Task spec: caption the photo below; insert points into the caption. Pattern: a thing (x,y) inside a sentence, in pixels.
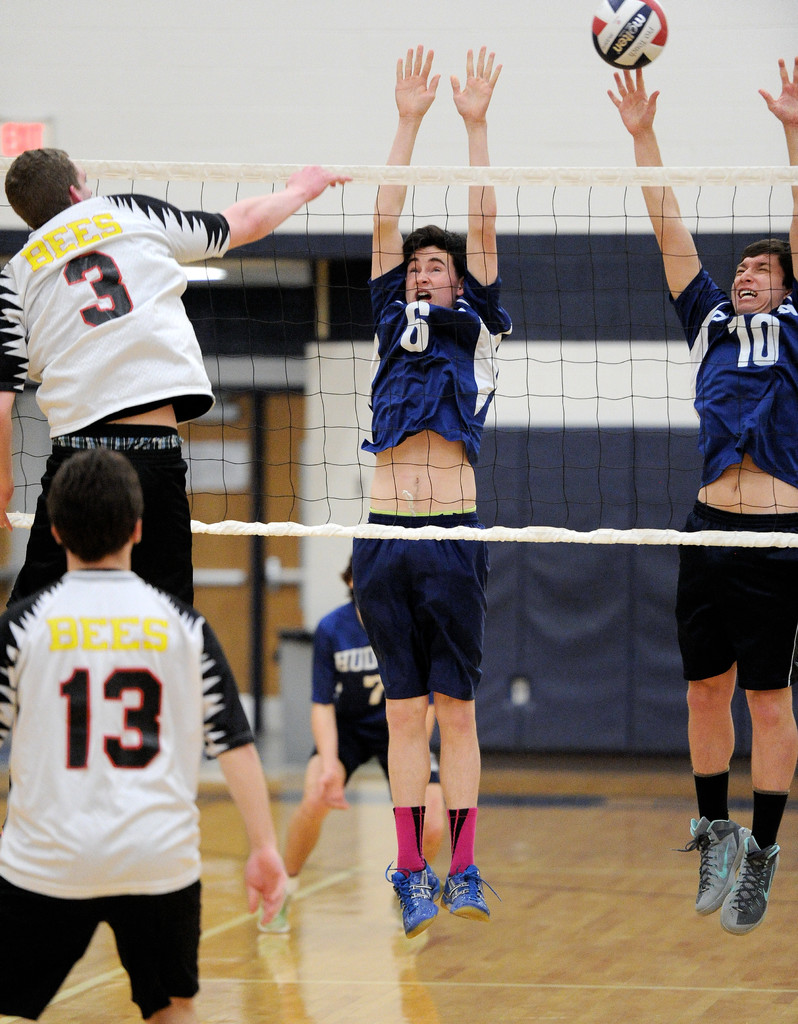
In this image, we can see people (135,476) wearing sports dress (93,333) and are playing a game and we can see a ball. In the background (440,183), there is a net (482,289) and we can see a board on the wall (528,730). At the bottom (504,926), there is a floor (506,958).
